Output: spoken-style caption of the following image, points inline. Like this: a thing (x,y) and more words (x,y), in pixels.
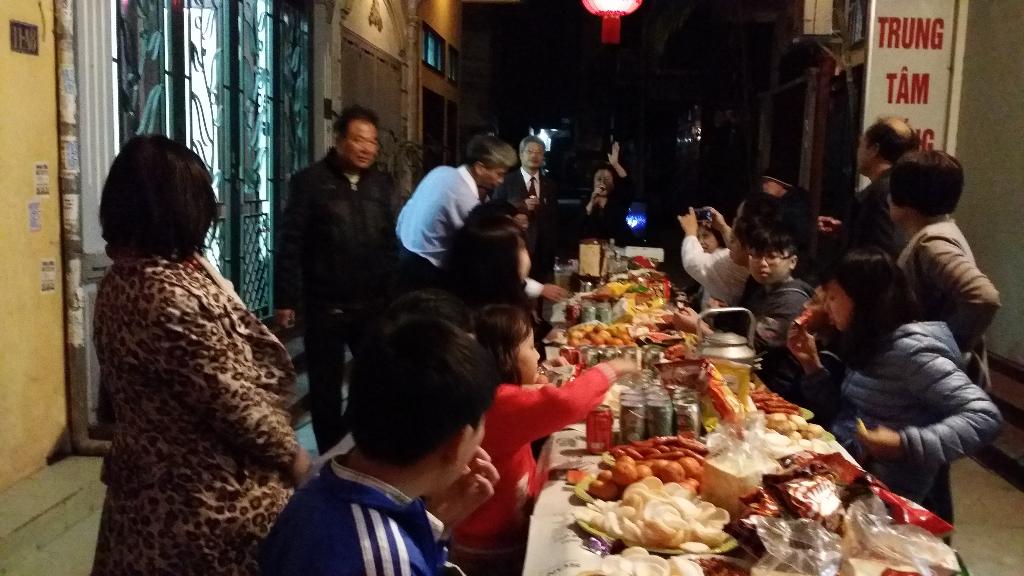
In this image there are tins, packets (707,376), tea pot (722,342), food items (620,443) on the plates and some items (630,256) on the table (595,346), and in the background (730,262) there are group of people (788,278) standing and sitting, paper lantern (619,14), board (897,74), wall (445,35).
